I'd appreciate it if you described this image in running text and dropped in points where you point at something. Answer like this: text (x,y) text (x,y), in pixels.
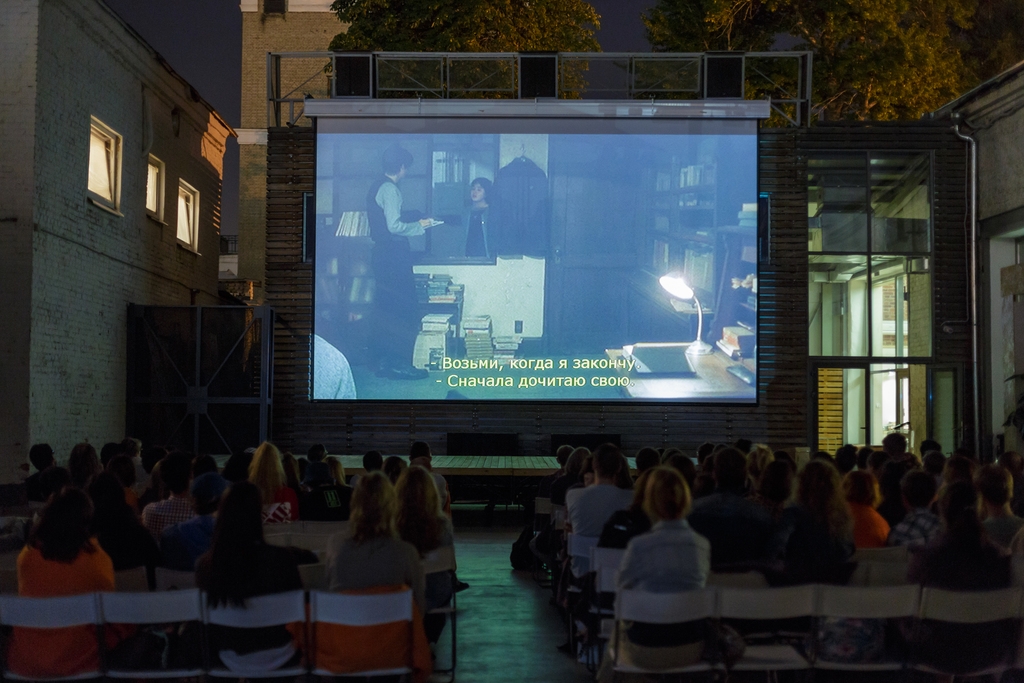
At the bottom of the picture (431,506), we see many people (752,550) are sitting on the chairs (186,595). All of them are watching the movie (385,273). In the background (368,336), we see a projector screen (514,361) on which movie (519,180) is displayed. Behind that, we see a wall (786,157) and there are trees (862,59). On the right side (890,386), we see a glass door (879,386). On the left side (197,198), we see a wall (148,275) and the ventilators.
